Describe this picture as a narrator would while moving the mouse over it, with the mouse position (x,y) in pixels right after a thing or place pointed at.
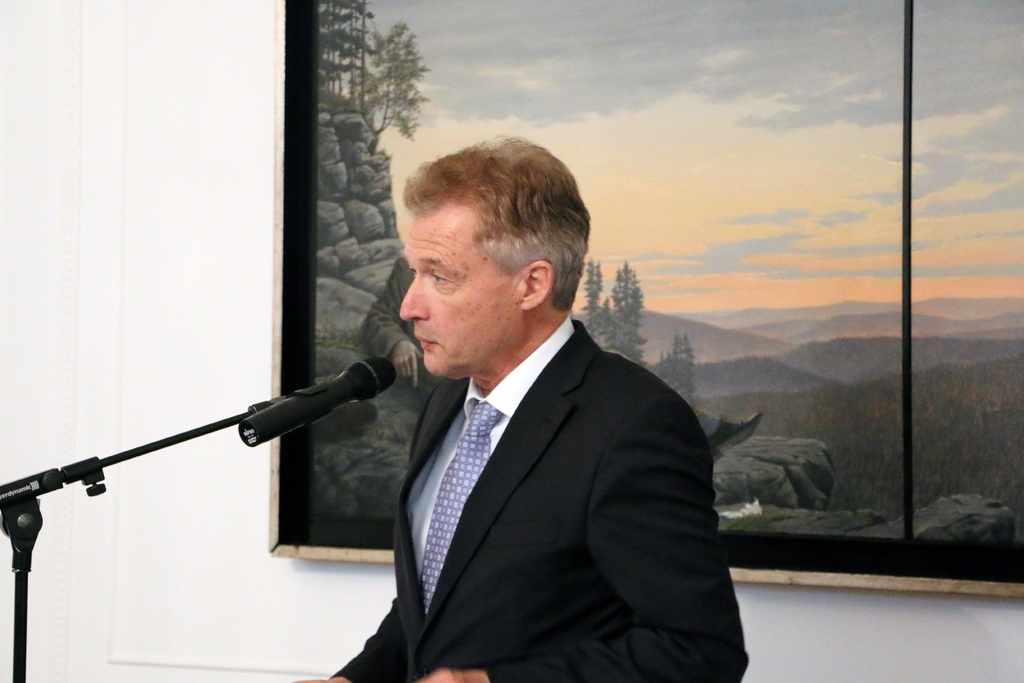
In this image I can see the person (506,555) with the blazer (556,528), shirt (501,427) and tie (477,469). I can see the person (413,470) standing in-front of the mic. In the background (318,185) I can see the frame (330,196) to the wall (126,251). In the frame (351,287) I can see many trees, mountains (744,338), clouds (767,217) and the sky (793,168).
